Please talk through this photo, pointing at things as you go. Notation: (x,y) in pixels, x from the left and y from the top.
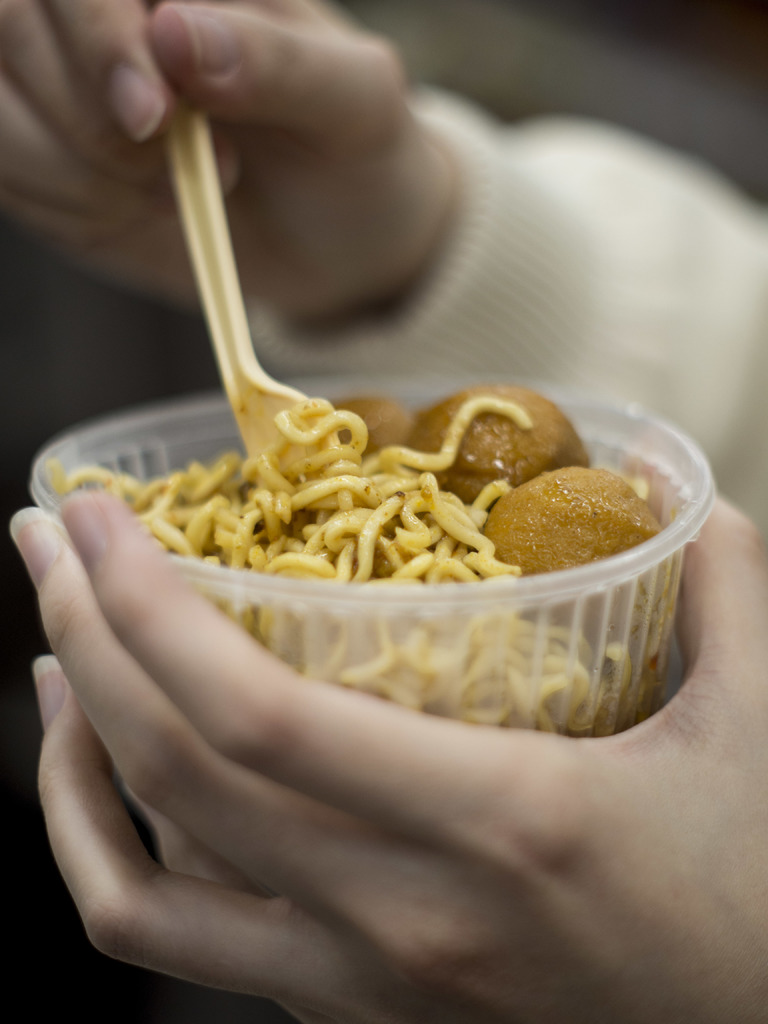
In this image, we can see the hands (123,561) of a person (165,180), the person (165,180) is holding a plastic box (626,578) and a spoon (231,273). There is some food (282,501) in the box (243,603).
